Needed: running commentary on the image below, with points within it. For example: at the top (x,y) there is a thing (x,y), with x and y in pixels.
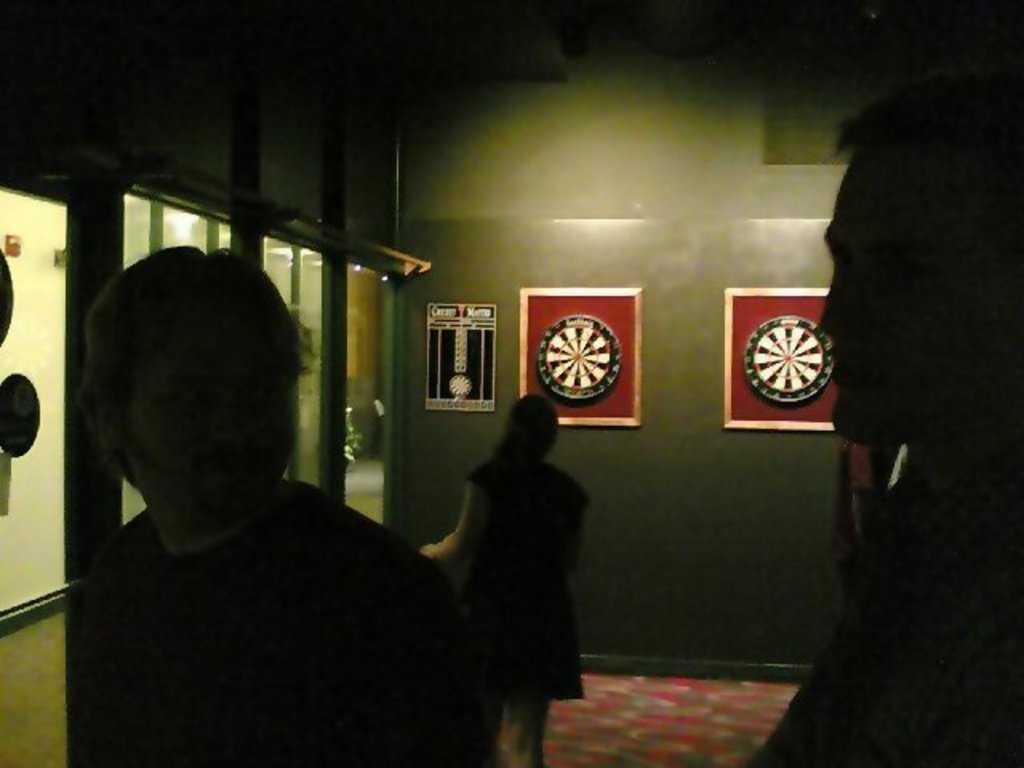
In this image we can see people (257,743), floor (717,711), wall (7,527), glasses (13,515), and frames (776,428).
